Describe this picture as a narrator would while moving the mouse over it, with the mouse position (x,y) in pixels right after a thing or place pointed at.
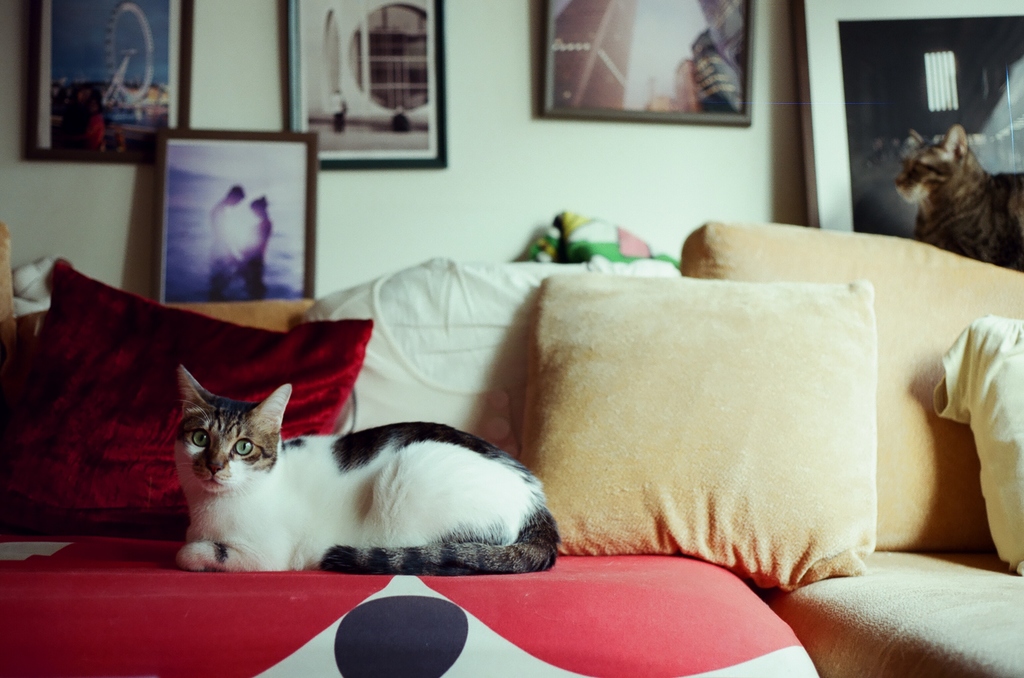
In this image I see a cat (395,425) and it is on the couch (140,667) and there are cushions (544,325) on the couch (106,642). In the background (207,206) I see the photo frames (374,31) which are on the wall (762,15) and I see a picture (830,105) and another cat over here.
